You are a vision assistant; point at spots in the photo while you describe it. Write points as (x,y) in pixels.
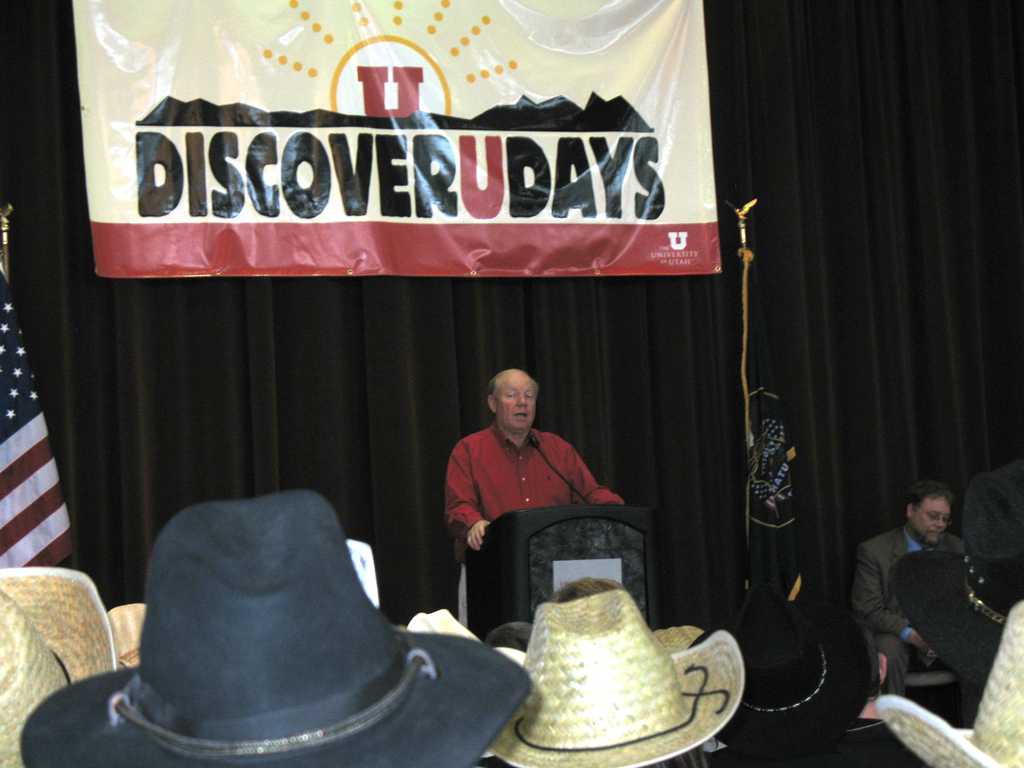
In this image there is a person (495,474) standing on the dais (607,539) is speaking in front of the mic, beside the person (470,505) there are flags (778,487) and there is a person (880,564) sitting in a chair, behind the person (524,481) there is a banner (597,208) on the curtain (339,307), in front of the person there are a few people (471,648) wearing hats (562,653).
